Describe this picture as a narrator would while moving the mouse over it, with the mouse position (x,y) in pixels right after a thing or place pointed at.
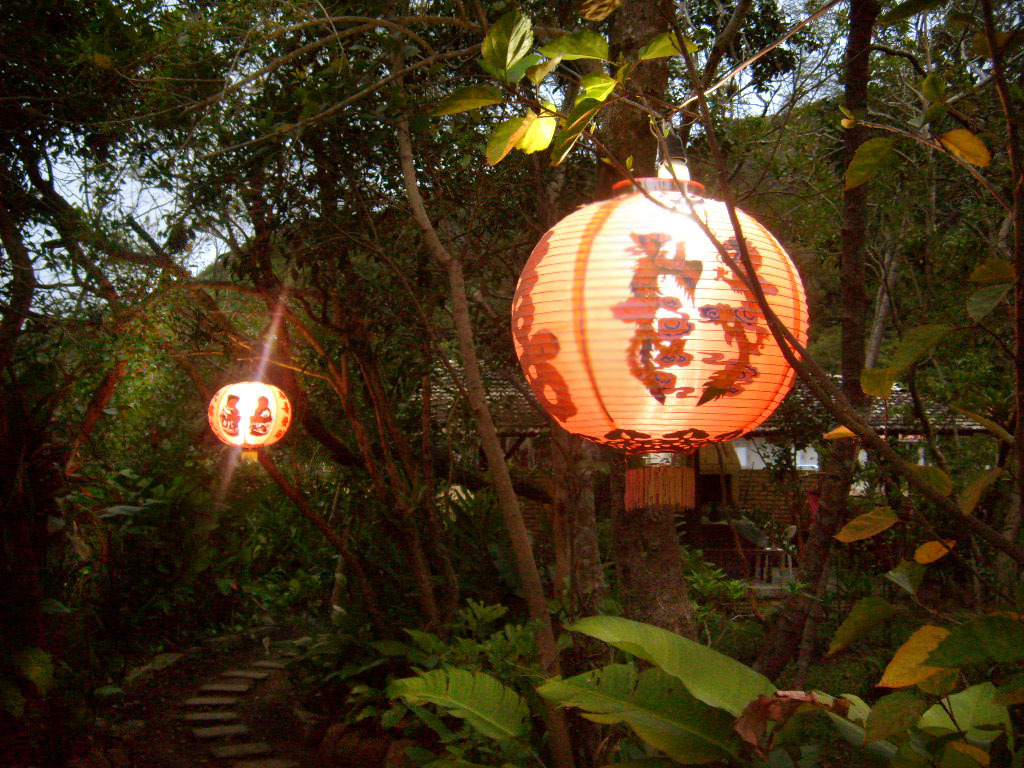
In the center of the image (389,399) we can see the sky (157,199), trees (25,169), one house (763,477), lanterns (598,337) and a few other objects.
